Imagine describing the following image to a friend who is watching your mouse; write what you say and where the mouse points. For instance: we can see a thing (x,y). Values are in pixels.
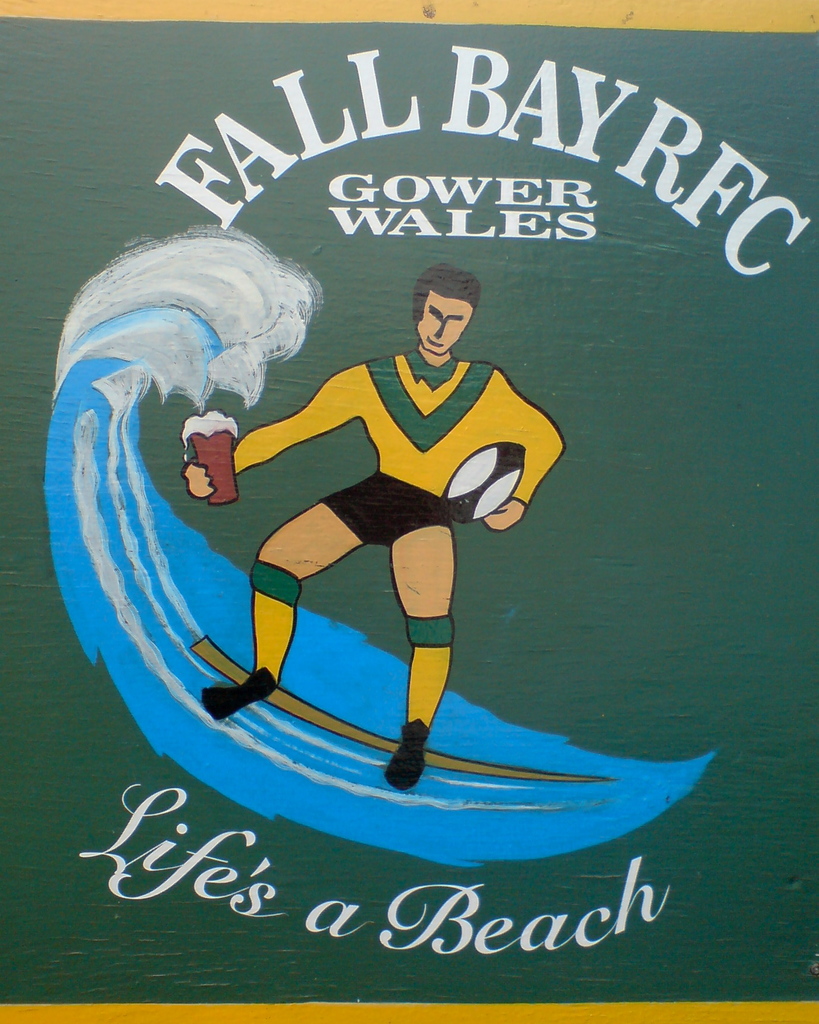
This is a poster (425,230) and here we can see a person's image (386,461) holding a cup (220,445) and a ball (450,501) and there is water (329,673) and we can see some text (480,128) written at the top (554,159) and at the bottom (343,921).
